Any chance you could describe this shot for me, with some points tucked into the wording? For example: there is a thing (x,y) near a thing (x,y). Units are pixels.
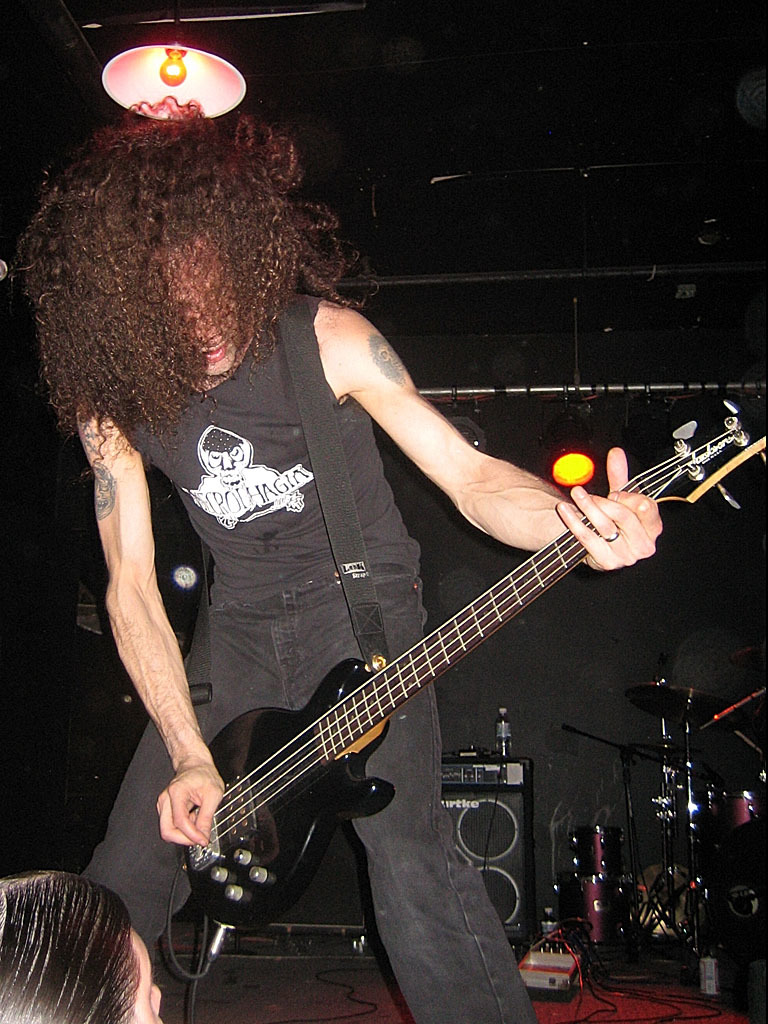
In this picture we can see a man (312,485) playing a guitar (298,794) in hand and wearing a black T-shirt (244,532) and curly hair (54,291), In background (508,839) we can see speakers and a drum kit (742,819) with cable (593,961) and on the ceiling (149,29) with a spot light (172,67).
